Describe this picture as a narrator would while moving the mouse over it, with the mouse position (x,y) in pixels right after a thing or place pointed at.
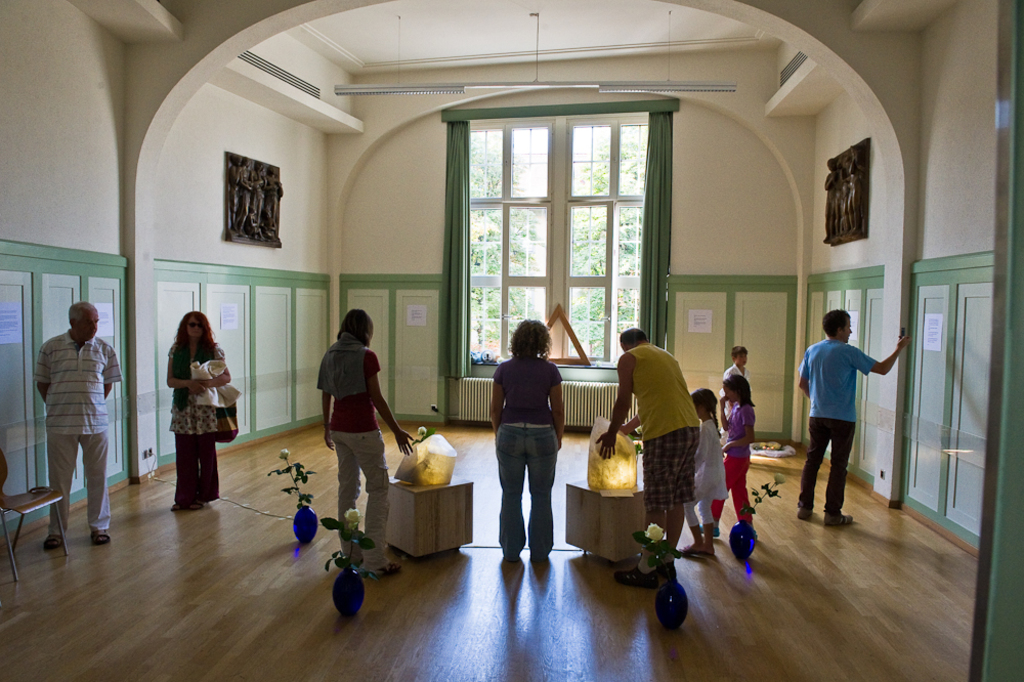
In this image we can see the inside view of a room (373,284), there are three women (368,399) standing, there are three men (678,420) standing, there is a boy (728,371) standing, there is a girl (698,470) standing, there is a girl (753,435) walking, there is a woman (194,350) holding an object (211,376), the men (625,394) are holding an object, there is a chair (57,512) towards the left of the image (43,510), there is a wall (258,295), there are objects (227,191) on the wall (811,211), there are papers (18,312) on the wall (308,321), there is text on the papers (107,314), there are windows (559,213), there are curtains (659,209), there are plants (595,262), there are lights (412,93), there is roof (492,58) towards the top of the image (529,29), there is a wooden floor (601,639) towards the bottom of the image (271,593), there are objects (442,545) on the wooden floor (495,515).
